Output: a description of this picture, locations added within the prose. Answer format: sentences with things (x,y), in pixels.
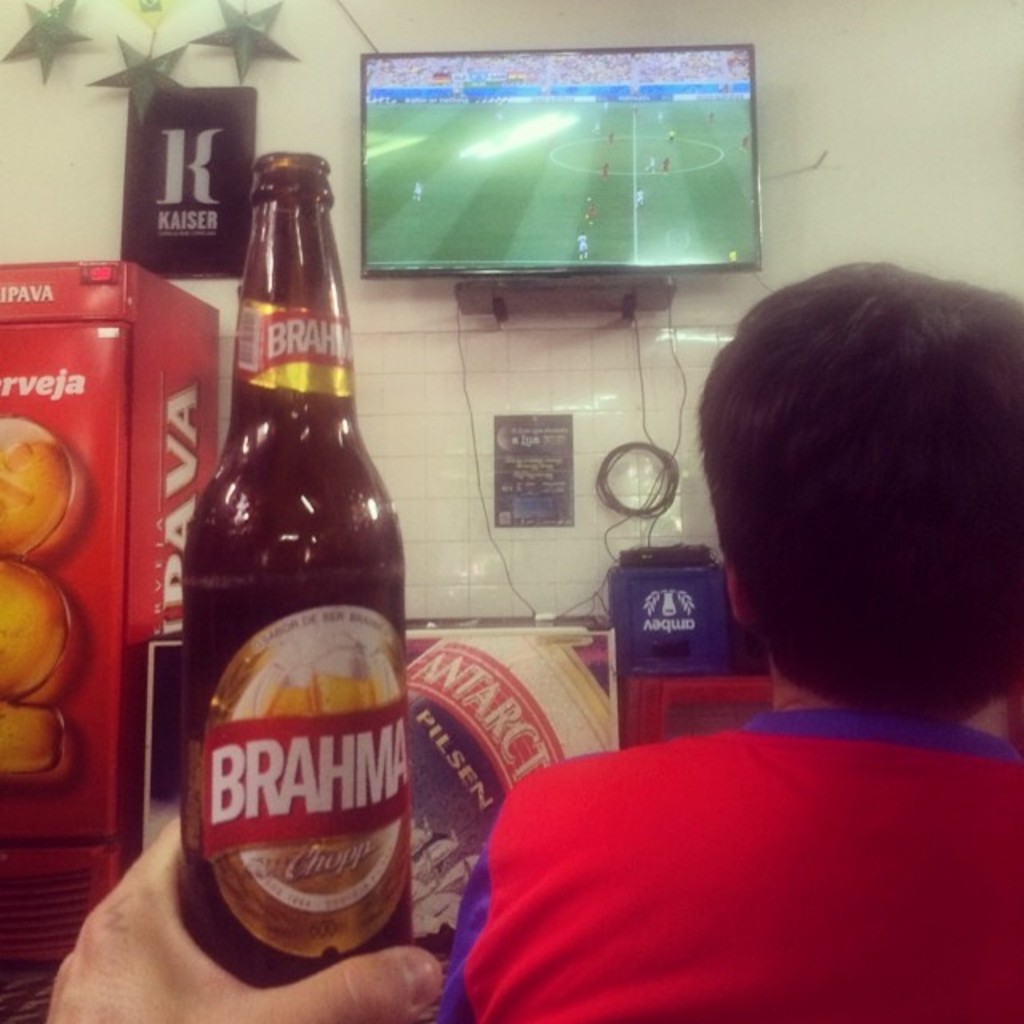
In this picture there is a person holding a bottle (349,756). There is a man (707,877), Television (602,235), poster (533,471).
